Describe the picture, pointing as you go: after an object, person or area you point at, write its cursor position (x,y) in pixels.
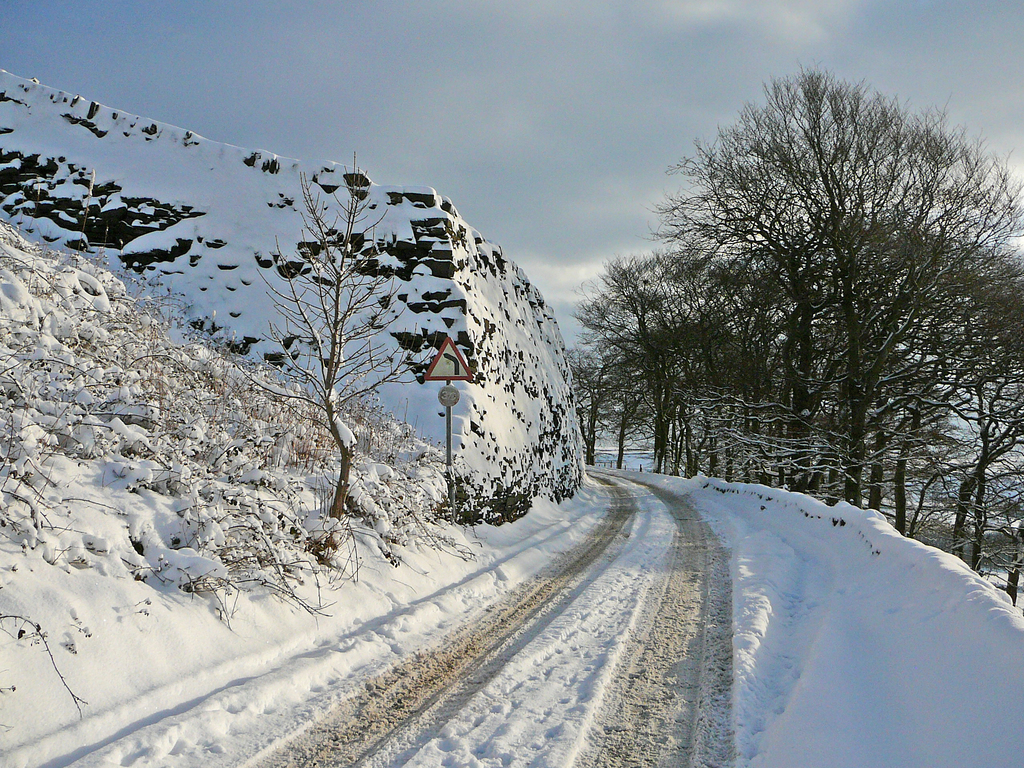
In this picture there are trees (980,307). On the left side of the image (282,227) it looks like a hill (10,188) and there is snow (333,221) on the hill (402,268). At the top (543,149) there are clouds (624,46). At the bottom (639,701) is snow (588,546).
